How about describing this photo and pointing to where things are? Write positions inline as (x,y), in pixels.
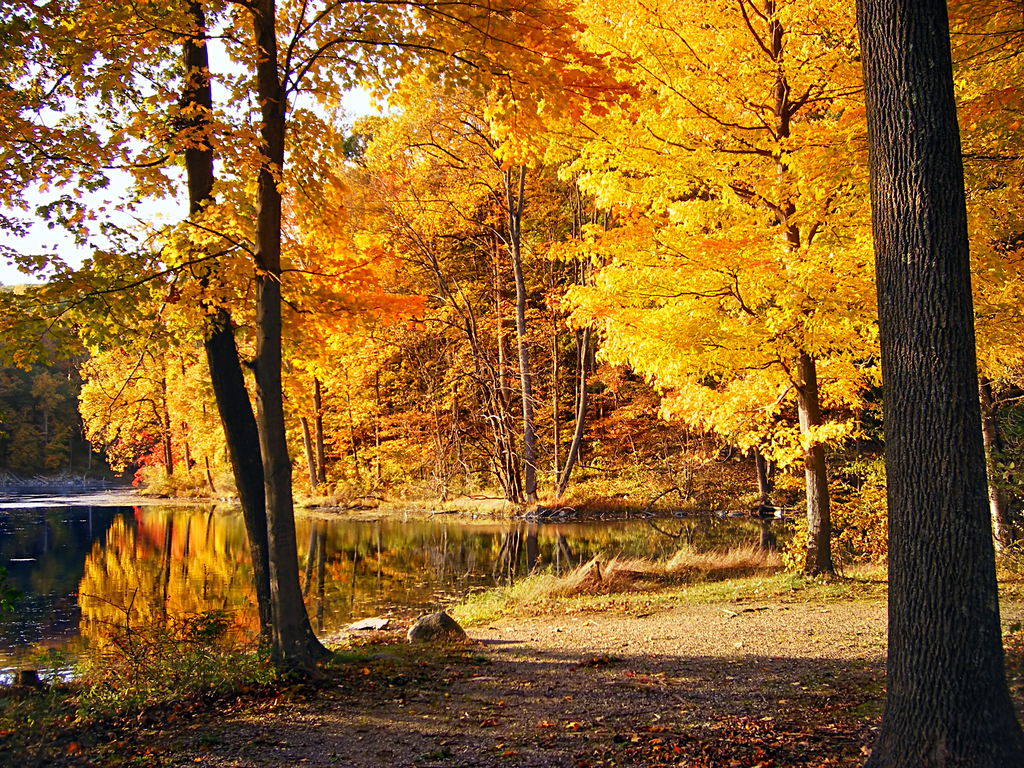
In this image I can see many trees (683,299) which are in yellow and orange color. To the left (148,547) I can see the water (151,569). In the background (308,107) I can see the sky (308,107).
